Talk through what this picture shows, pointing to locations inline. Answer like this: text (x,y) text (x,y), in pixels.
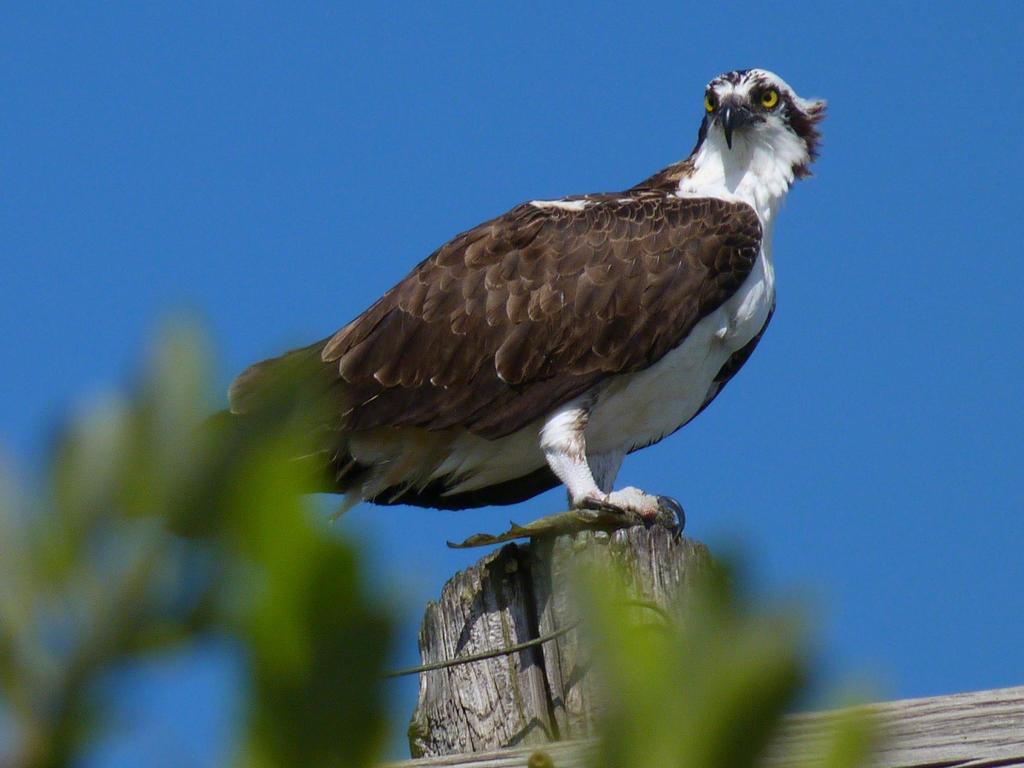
In this picture we can see an osprey bird (573,309) is standing on wood (641,531), at the bottom (614,566) there are some leaves (385,660), we can see the sky (476,169) at the top of the picture (391,73).
